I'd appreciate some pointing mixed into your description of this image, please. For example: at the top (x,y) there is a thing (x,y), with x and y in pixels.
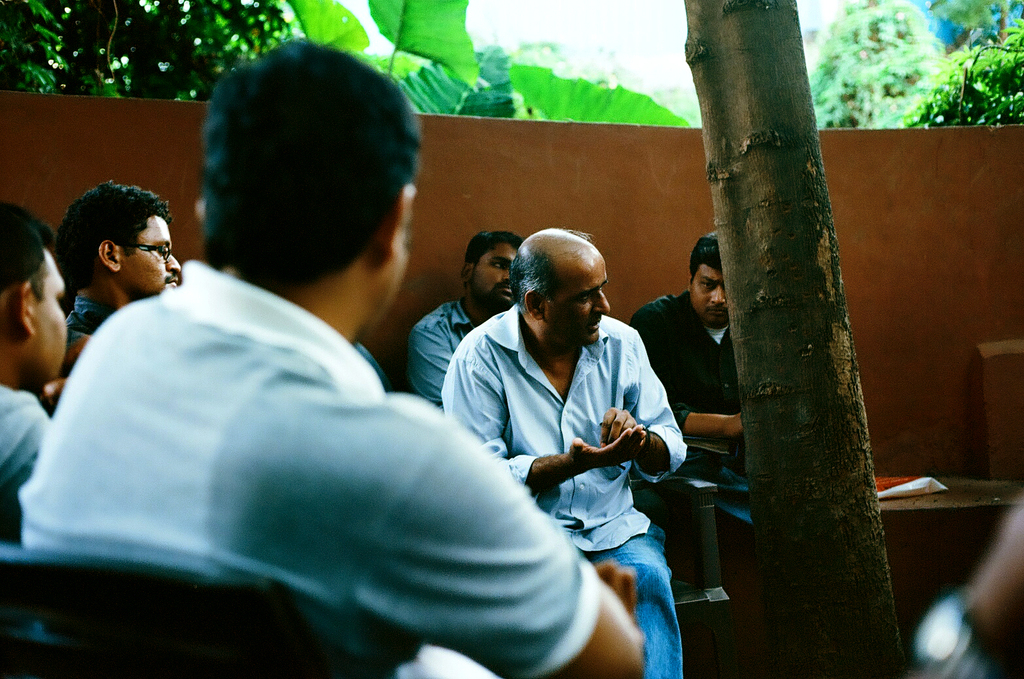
In this image there are a group of people (318,374) who are sitting on chairs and one person (586,425) is talking, in the background (531,169) there is a wall (576,175) and some trees (720,153). On the right side (926,507) there is a table (947,529).
